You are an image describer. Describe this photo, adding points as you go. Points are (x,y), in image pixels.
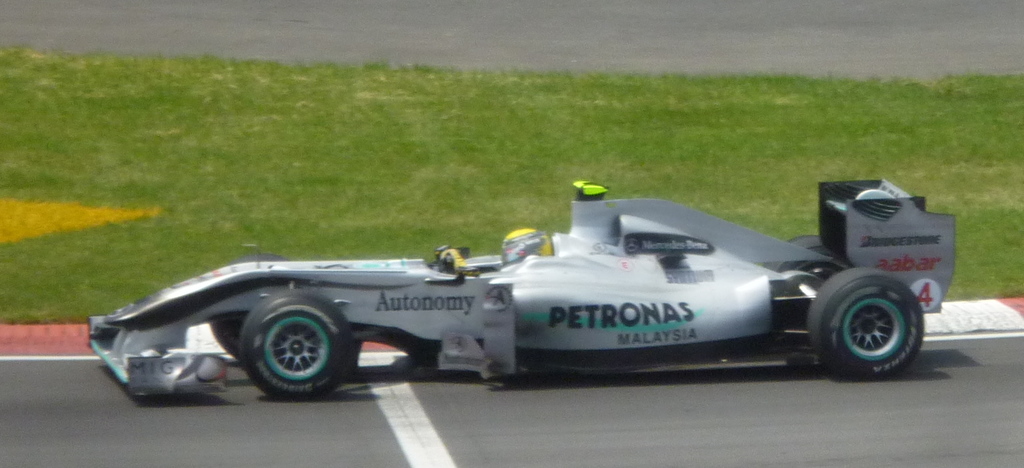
Here I can see a racing car (565,288) on the road (553,423). Inside the car (512,266) I can see a person (454,253) sitting by wearing helmet (521,250) on the head (530,253). On the top of the image (405,38) I can see another road (641,30). In the middle (492,166) I can see the green color grass (226,147).
